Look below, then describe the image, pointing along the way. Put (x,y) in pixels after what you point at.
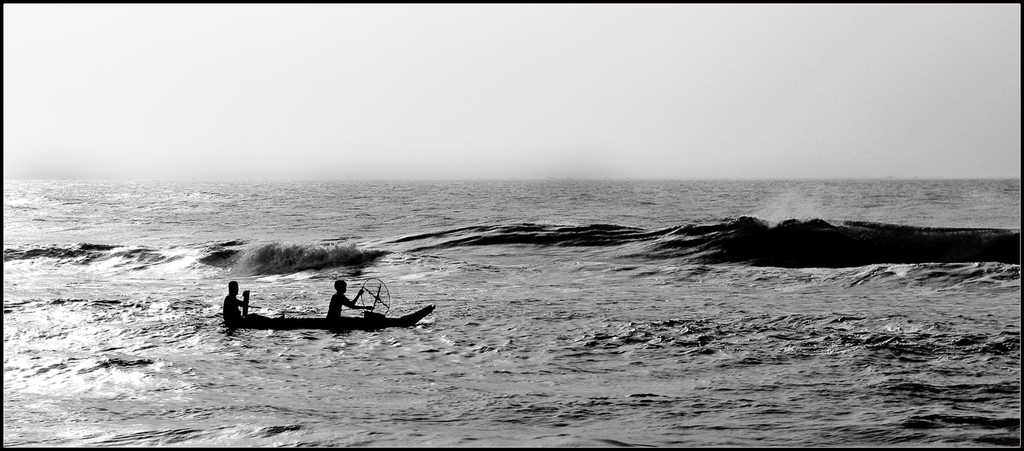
This picture consists of sea (561,210) and I can see tides (662,256) of sea (684,238) visible in the middle (640,240) and I can see two persons (229,299) sitting on boat (348,318) and the boat (422,315) is visible on sea (549,309), at the top I can see the sky (366,119).
